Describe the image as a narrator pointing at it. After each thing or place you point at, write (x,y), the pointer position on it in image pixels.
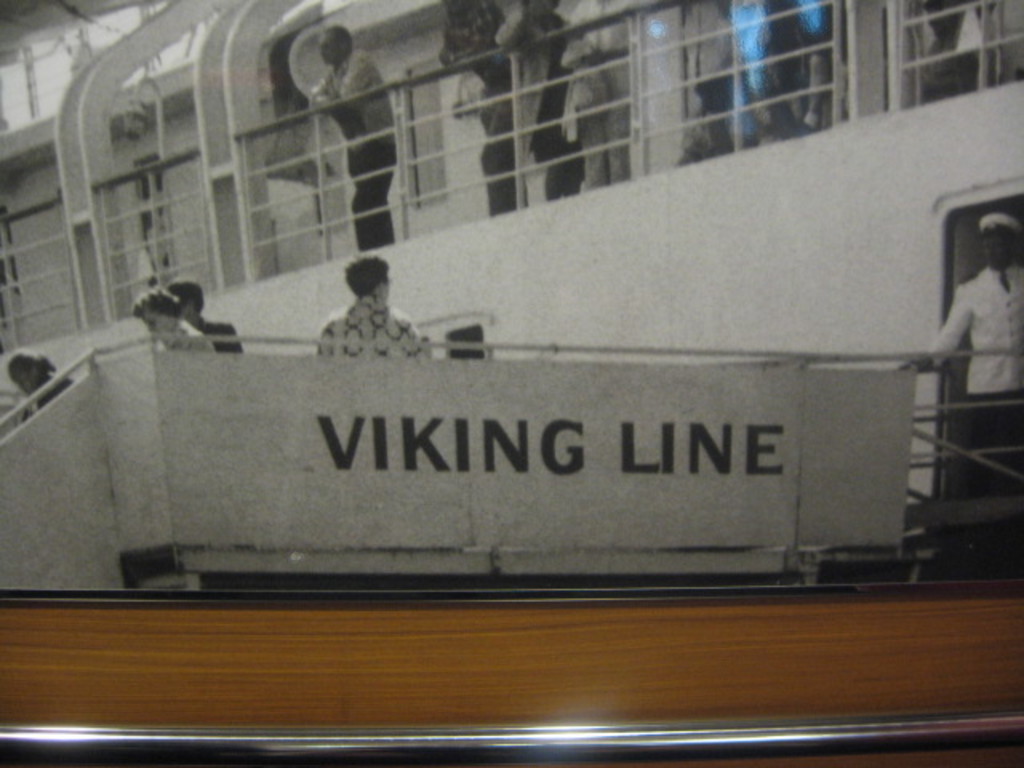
This image is taken at the ship (466,249). On the right side of the image (1001,426) there is a person (969,322) at the door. On the left side of the image (196,327) there are persons (183,341). At the top of the image (565,123) there are persons (573,122) standing at the fence (622,102).
